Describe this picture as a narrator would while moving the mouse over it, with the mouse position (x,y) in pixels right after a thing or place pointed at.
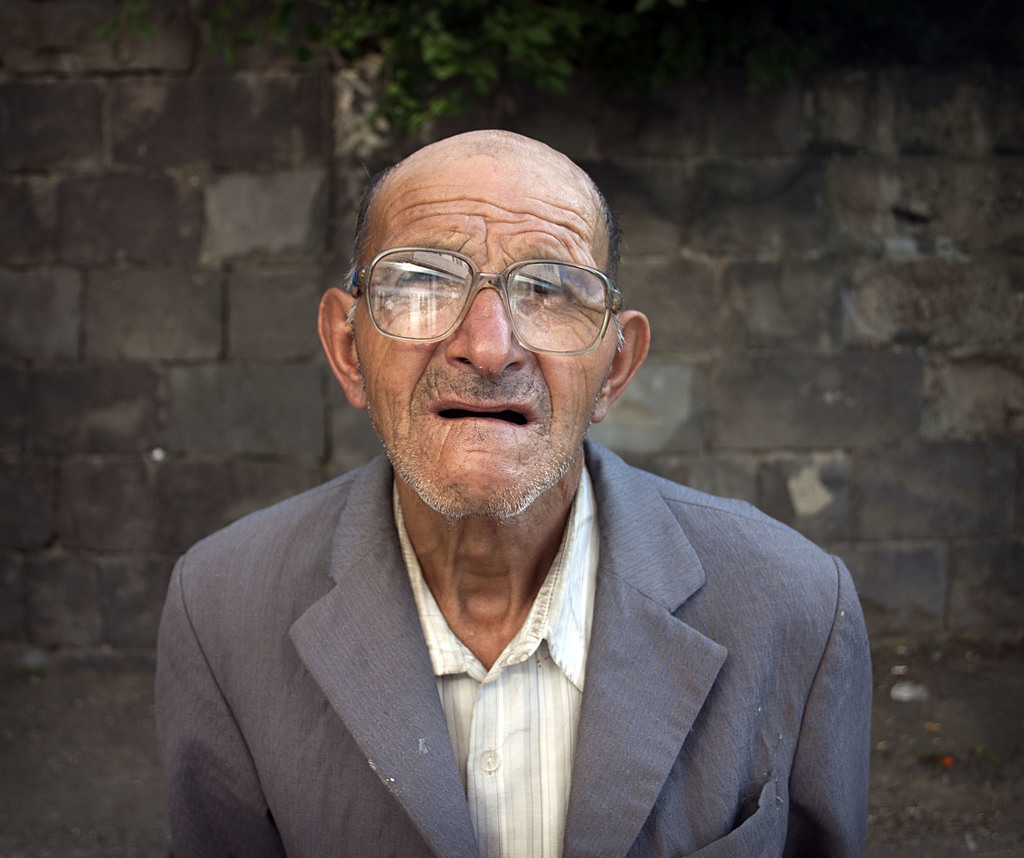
In the foreground (414,848) we can see an old man (475,411). In the background (238,113) we can see wall (825,288) and a plant (424,72).
